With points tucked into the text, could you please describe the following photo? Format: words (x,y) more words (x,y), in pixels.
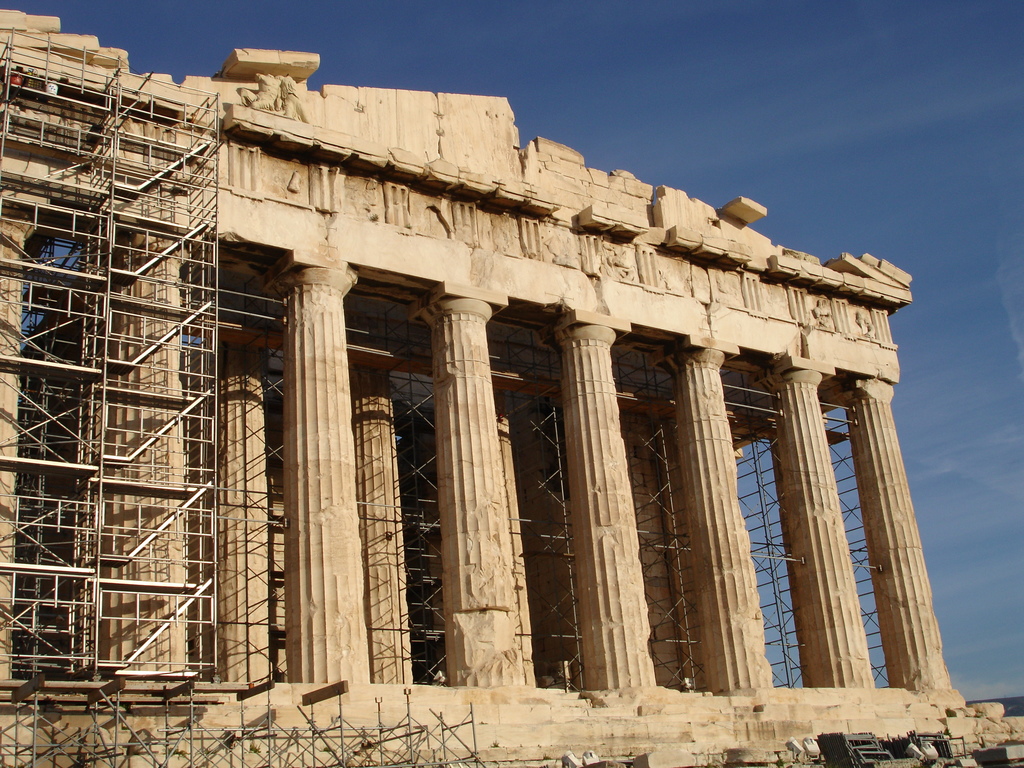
In this picture we can see a building (422,354), steps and in the background (757,41) we can see the sky (926,288) with clouds (1019,361).
